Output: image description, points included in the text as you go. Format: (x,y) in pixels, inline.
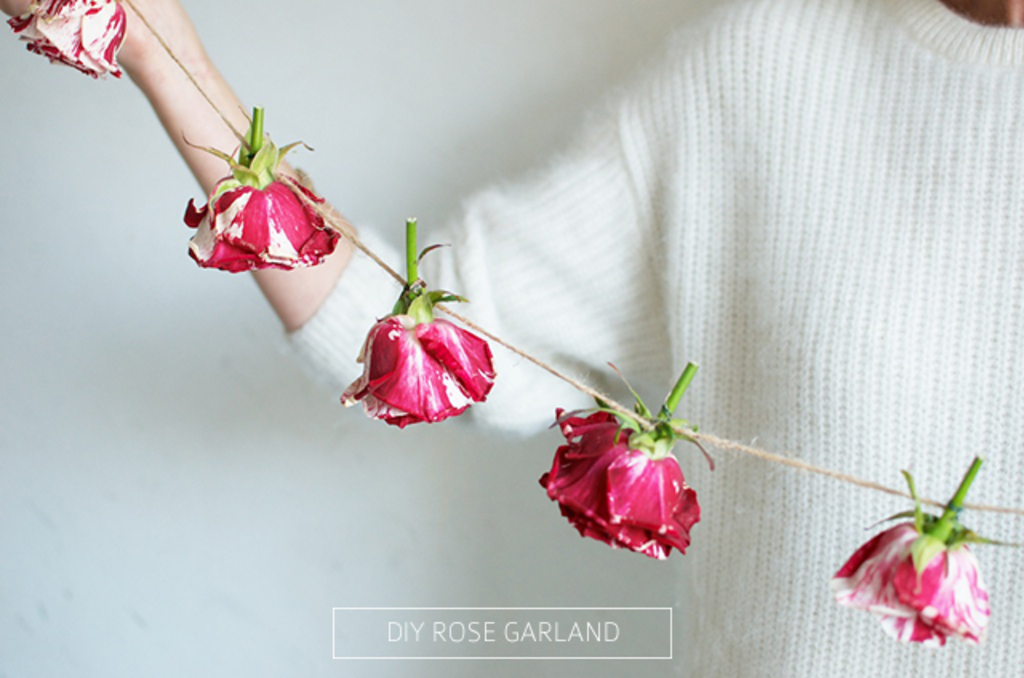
This is a zoomed in picture. On the right (952,93) there is a person (758,165) wearing white color sweater (867,385), holding a garland (107,18) of red roses (619,474). In the background (419,96) there is a white color wall (303,538). At the bottom (494,645) there is a text (584,616) on the image.
